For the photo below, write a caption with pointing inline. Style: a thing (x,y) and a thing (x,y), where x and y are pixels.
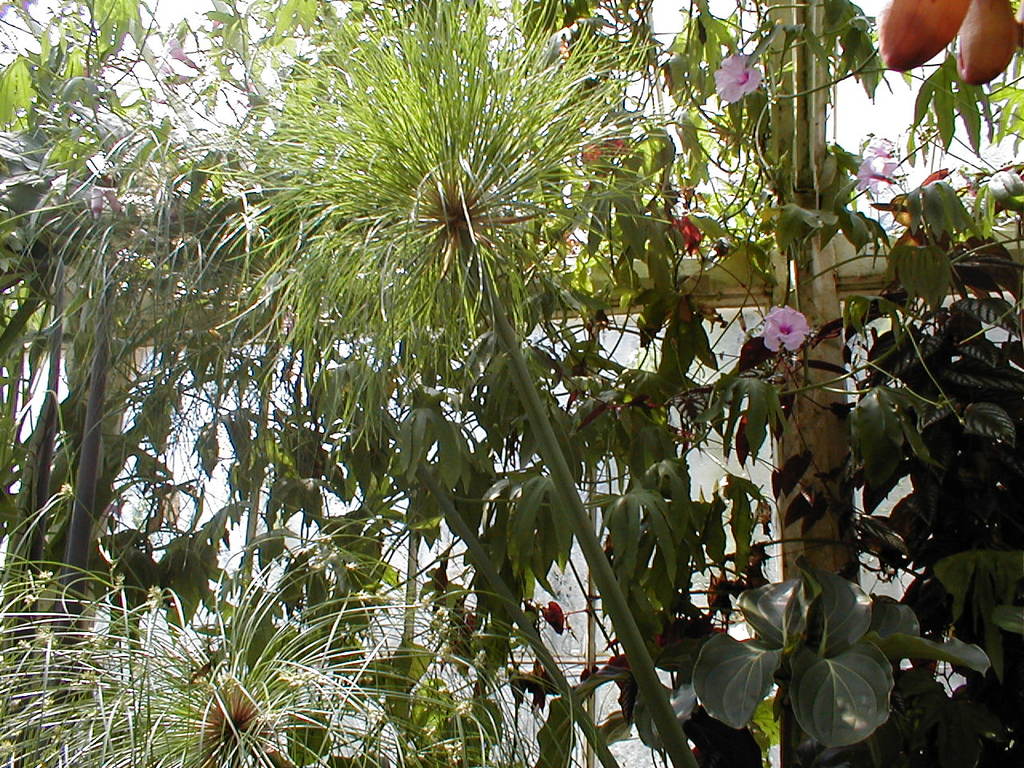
In this image there are so many plants (361,431) in the middle (376,391). On the right side (799,379) there is a plant (870,415) to which there are small pink flowers (795,331). At the top right corner (956,32) there are two fruits (934,38).
